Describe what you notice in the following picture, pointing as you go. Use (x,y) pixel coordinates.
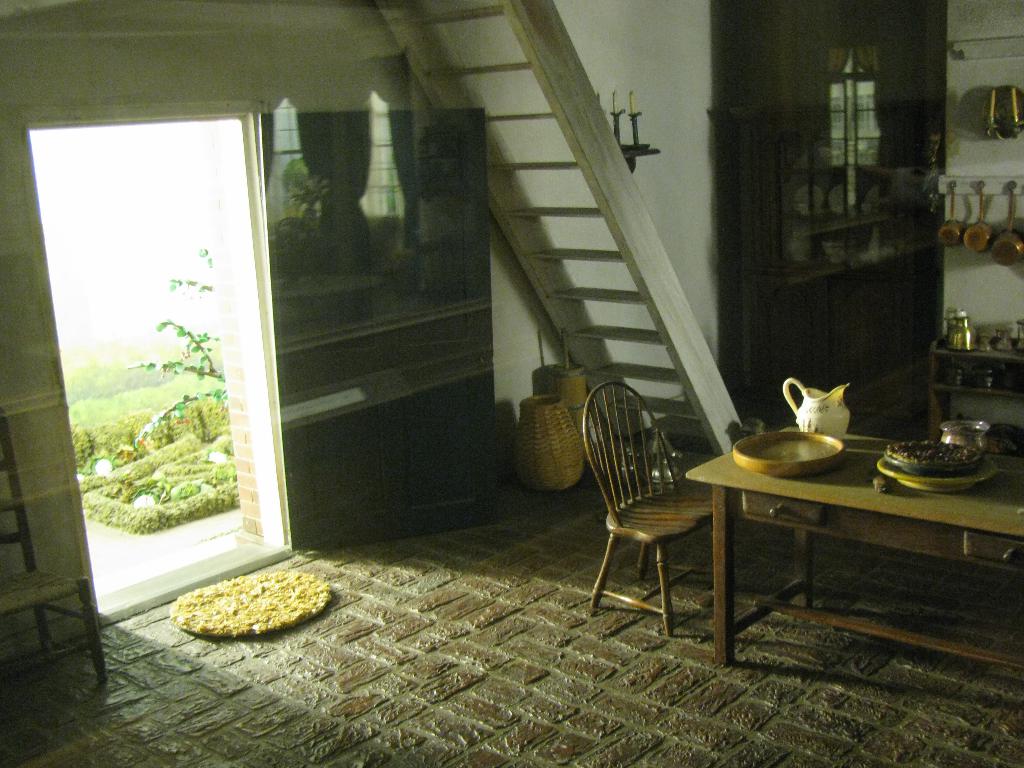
In this picture I can see a ceramic jug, plates (991,467), a bowl (974,425) and some other items (944,433) on the table (719,460), there are chairs (11,483), a mat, a ladder (579,160), candles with a candle stand (648,147), there are some items (830,224) in the cupboard (842,105), there are some items (971,342) in and on the rack (961,363), there are utensils (981,194) hanging to the stand (969,190) which is attached to the wall (985,175), and in the background (194,501) there is grass (181,468), plants (194,432), tree (220,388).
